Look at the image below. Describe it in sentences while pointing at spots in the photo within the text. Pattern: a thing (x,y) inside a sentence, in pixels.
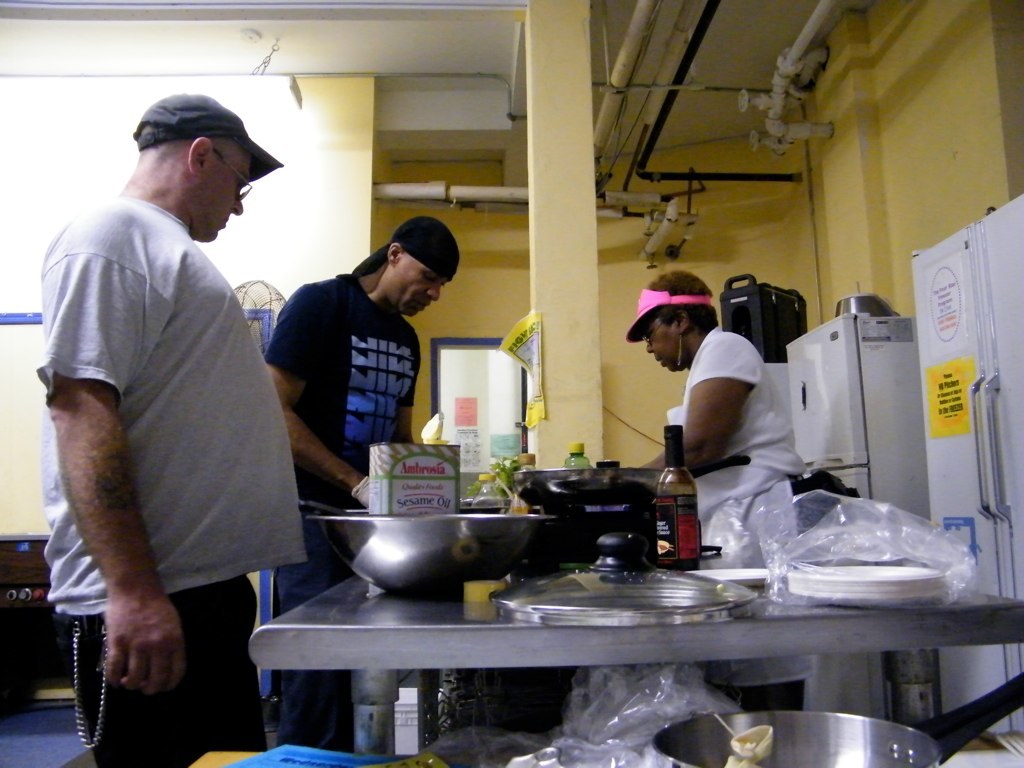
This image is taken inside a kitchen (513,212). In this image there are three people (784,431) standing on the floor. In the right side of the image (815,406) there are two refrigerators (916,401) and a table (974,637) with many things (605,589) on top of it. In the background (51,168) there is a wall (696,197), pillar (540,181) and pipe lines (665,178).
